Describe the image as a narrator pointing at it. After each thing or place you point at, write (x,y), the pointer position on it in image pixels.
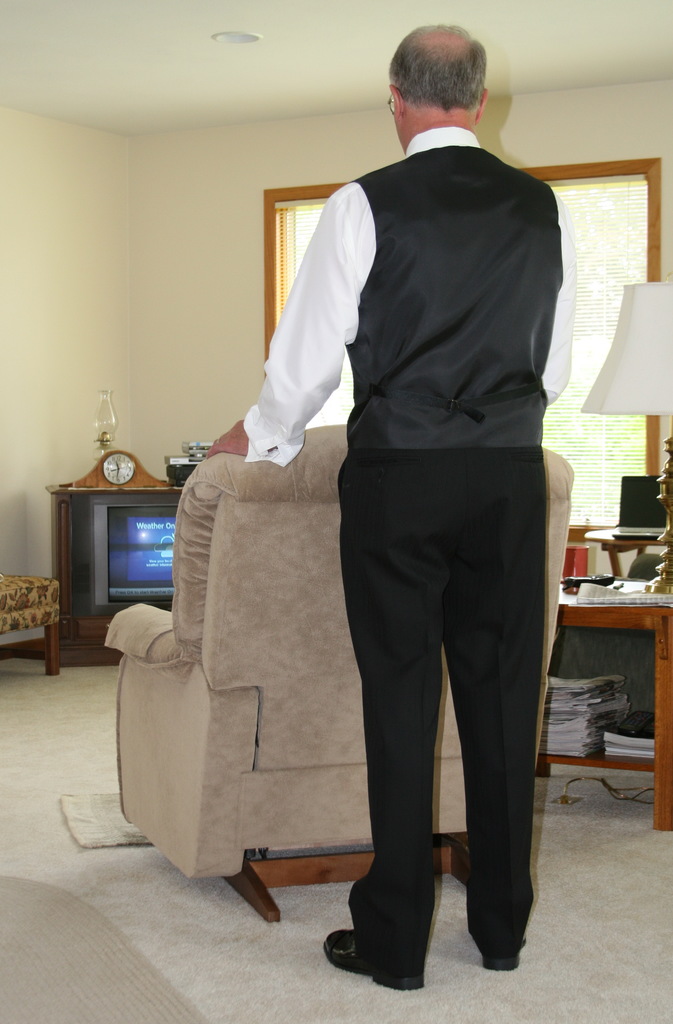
In this image we can see one person (454,337) standing near the sofa (316,796), on the right (657,646) we can see a table (601,625) and a few objects (640,511) on it, on the left (123,529) we can see the television (141,514) and few objects (188,450) on it, near we can see the glass window (625,206), wall (45,398), ceiling (130,71) with light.
